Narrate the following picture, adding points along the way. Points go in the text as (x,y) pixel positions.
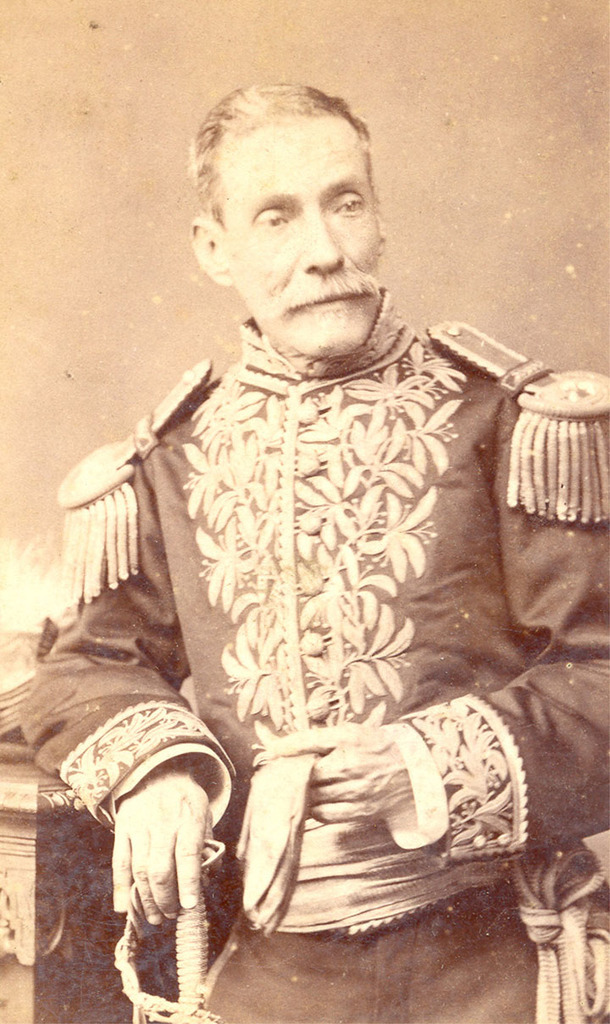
This is a black and white image, we can see there is one man (402,579) standing and wearing a uniform (344,617) and holding an object (257,902) in the middle of this image (312,475).
